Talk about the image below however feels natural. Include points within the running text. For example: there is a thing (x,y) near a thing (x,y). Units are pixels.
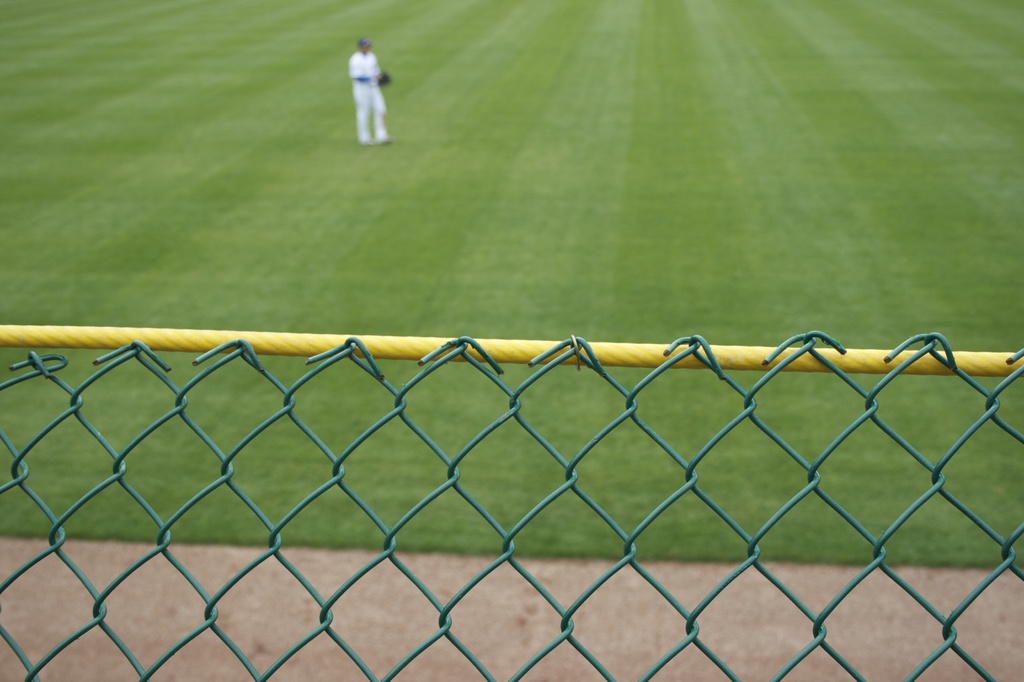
In this image there is a person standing on the grass (469,114) and there is a fence (678,493).
